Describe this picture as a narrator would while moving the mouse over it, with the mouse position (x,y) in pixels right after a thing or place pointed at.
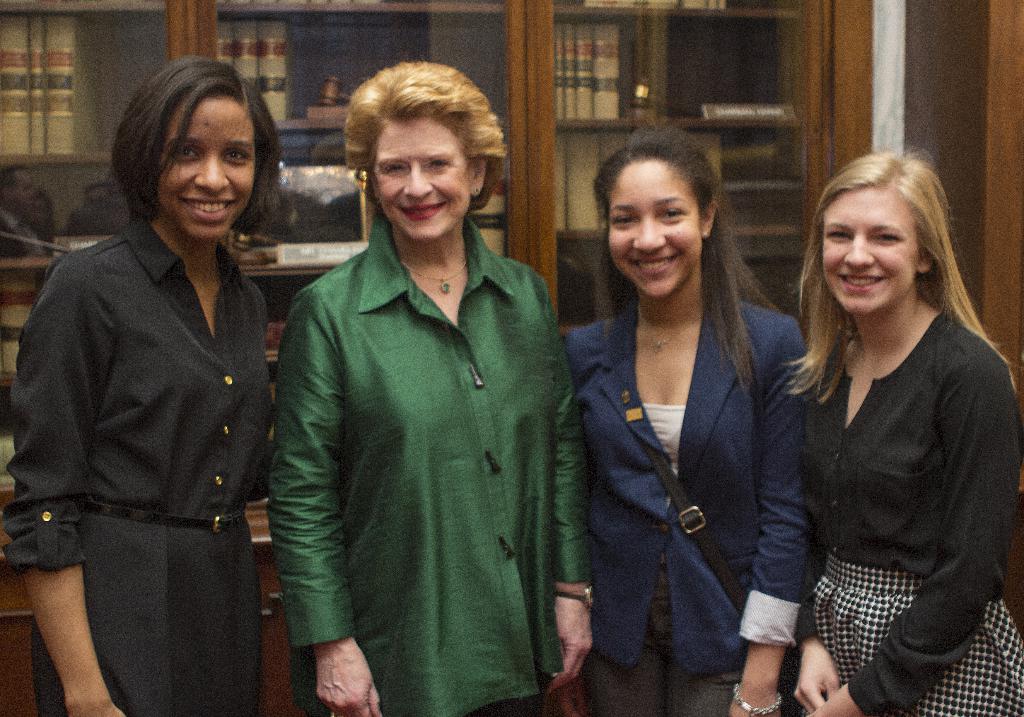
The picture is taken in a room (1018,88). In the foreground of the picture (443,416) there are four women (463,507) standing, they are smiling. In the background (224,54) there are bookshelves (324,63) and books (567,98). Behind them there is a cabinet (271,610).
